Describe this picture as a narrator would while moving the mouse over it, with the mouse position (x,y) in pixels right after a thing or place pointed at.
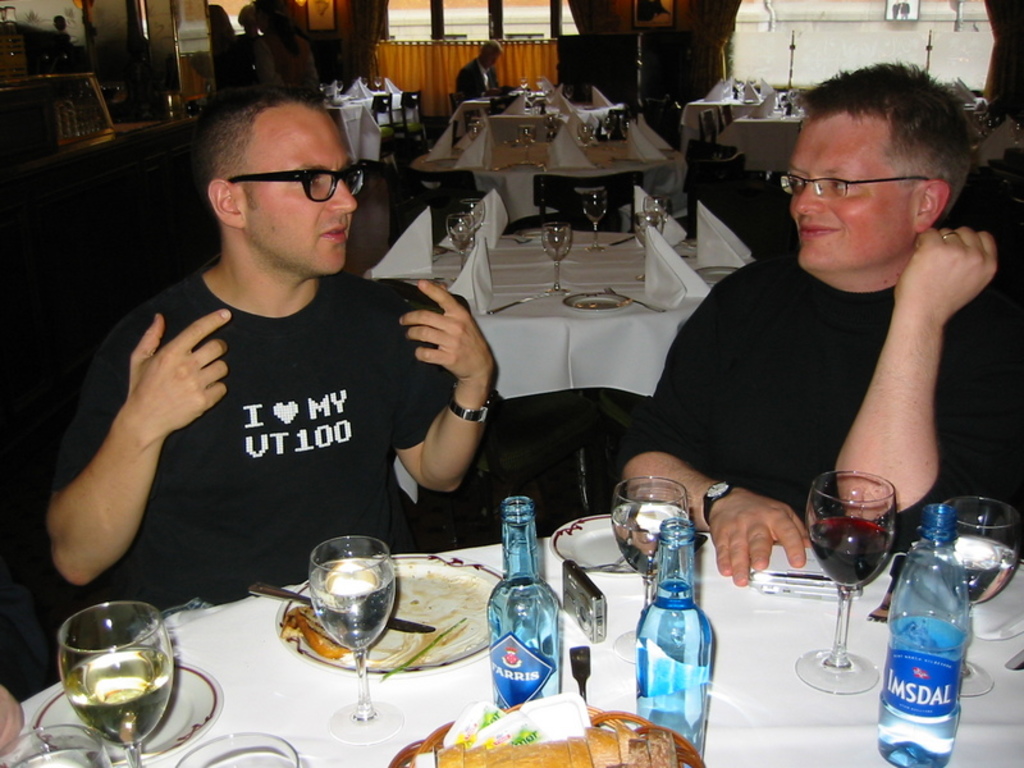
a table (378,701) is present on which there are bottles (492,649), glasses (339,638), plate (419,642), knife (404,625) and food (431,649). surrounded by that, people (720,430) are sitting wearing black t shirts (650,418). behind them there are more tables (511,353) and a person (480,68) is sitting at the back (487,70).
